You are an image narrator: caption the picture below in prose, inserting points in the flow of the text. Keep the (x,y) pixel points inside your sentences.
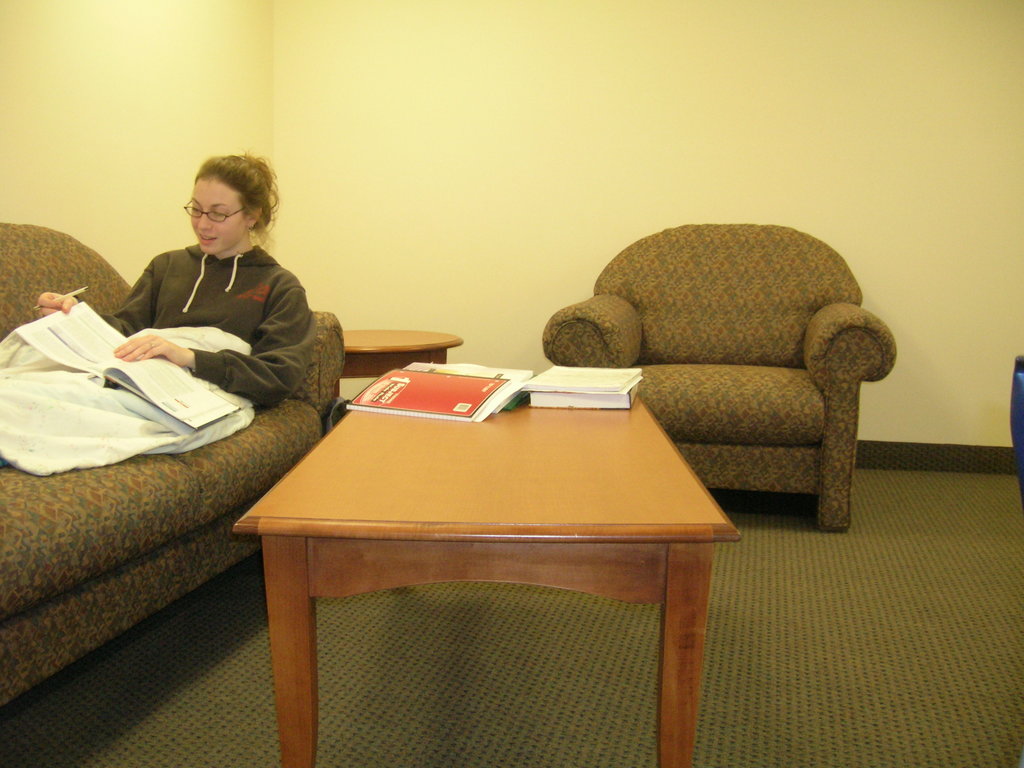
There is a woman (46,311) sitting on a sofa (179,502). She is reading a book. There is a wooden table (528,470) where books (623,395) are kept on it. There is another table (416,355) on the corner of a wall (365,253).
